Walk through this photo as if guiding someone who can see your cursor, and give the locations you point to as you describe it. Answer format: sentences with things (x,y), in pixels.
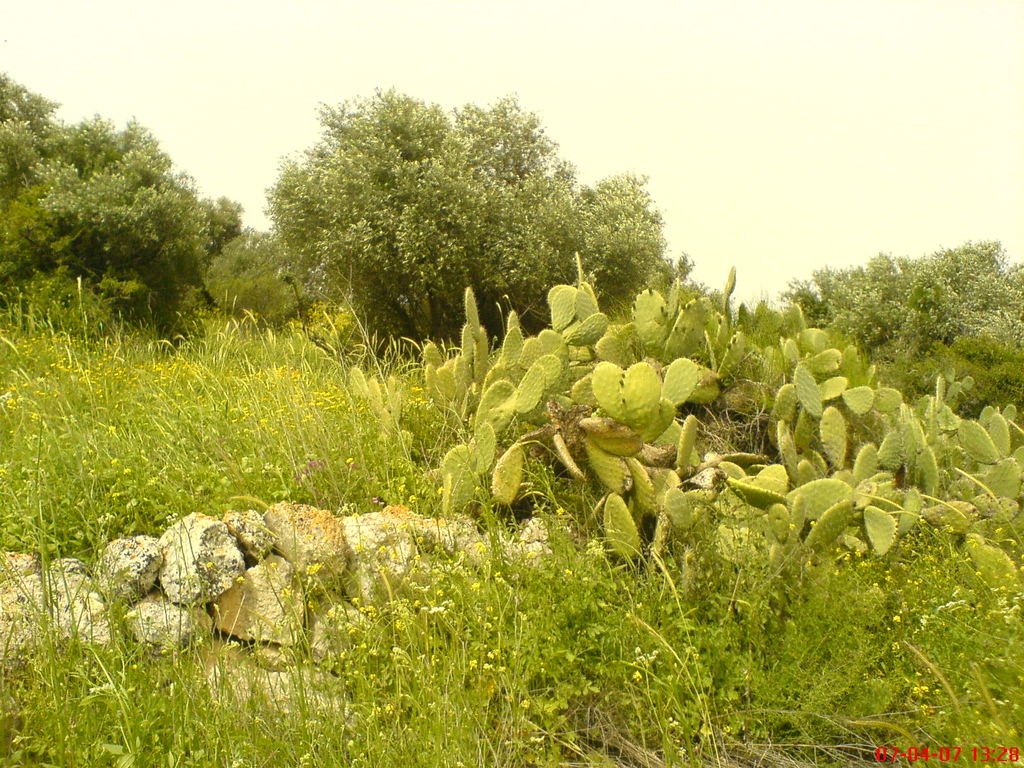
This image is taken outdoors. At the top of the image (284,91) there is the sky (776,165). In the middle of the image (484,333) there are many trees (411,243) and plants (238,384) on the ground (405,615). There is a ground (568,731) with grass (397,670) and a few stones (295,538) on it. On the right side of the image (778,483) there are many cactus plants (994,572) on the ground (985,583).
